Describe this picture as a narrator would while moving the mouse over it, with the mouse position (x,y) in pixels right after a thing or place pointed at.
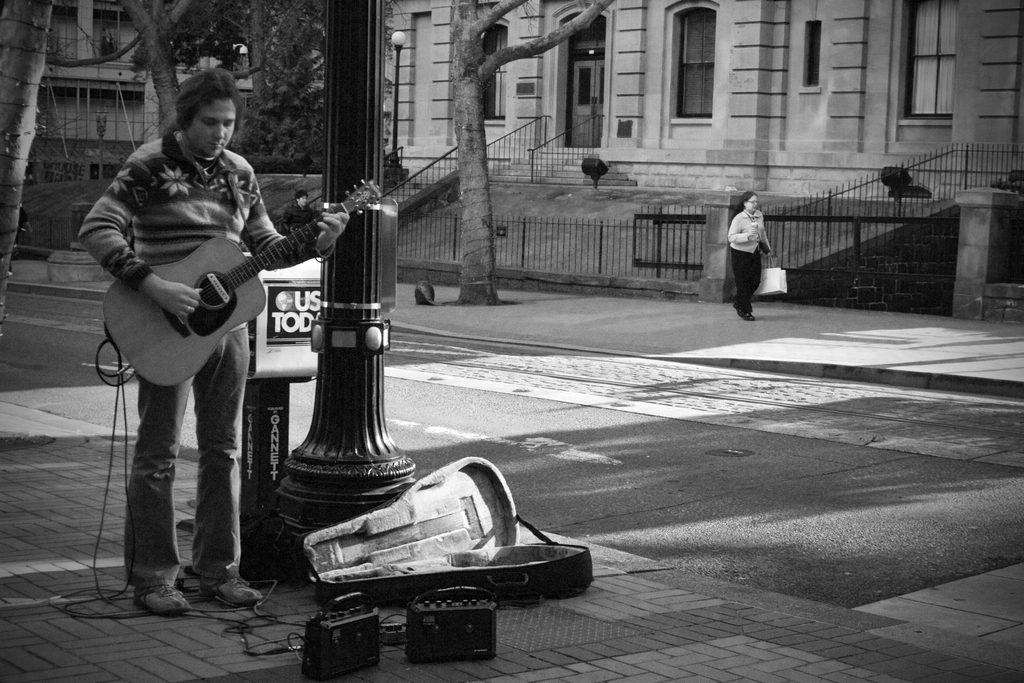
Here is a person (203,384) standing and playing the guitar (197,347) on the footpath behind him there are trees (170,48) and this is the road (502,425) and other side of the road (537,421) there is a woman (745,285) walking on the footpath (764,306). Behind her there is a building (783,156).
